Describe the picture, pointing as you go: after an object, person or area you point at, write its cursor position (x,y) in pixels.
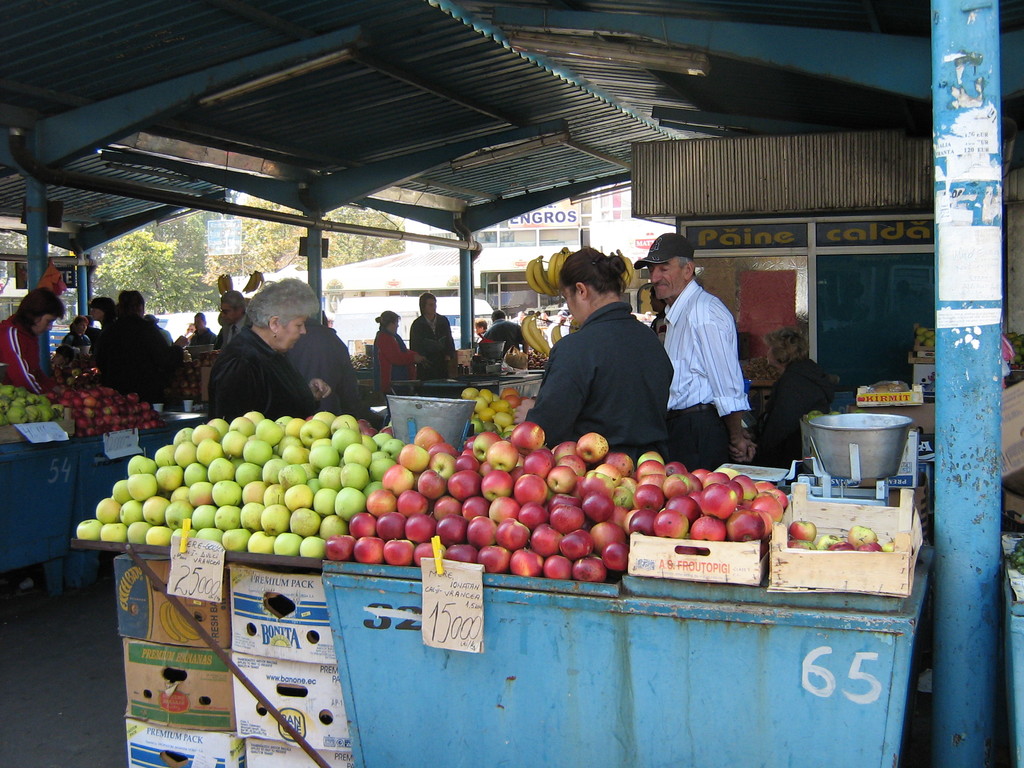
This image consists of a fruit shop (527,578) in which there are many people (579,249). In the front (417,509), there are apples (391,509) on the desk (416,576). At the top (432,31), there is a roof (317,38). To the right (954,408), there is a pole (974,546).
